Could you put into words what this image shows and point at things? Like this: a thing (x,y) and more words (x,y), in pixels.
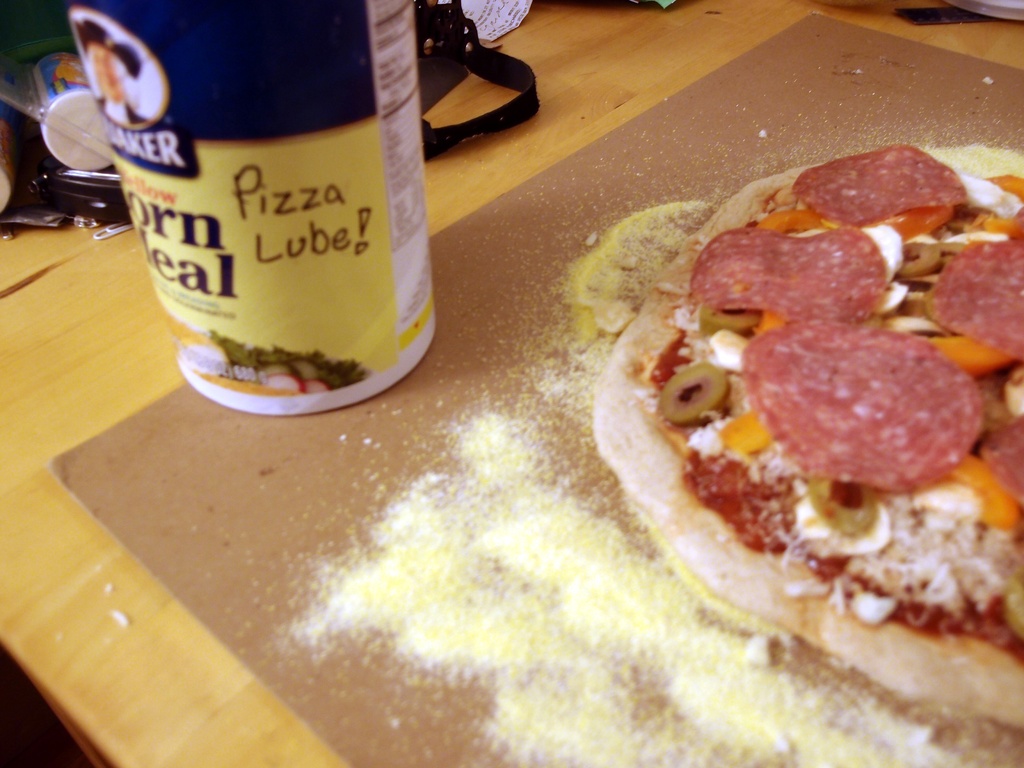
In this image at the bottom (466,526) there is one board (430,366) and on the board (327,508) there is a pizza (690,453) and bottle (200,209), in the background (475,74) there are some objects (438,74).
